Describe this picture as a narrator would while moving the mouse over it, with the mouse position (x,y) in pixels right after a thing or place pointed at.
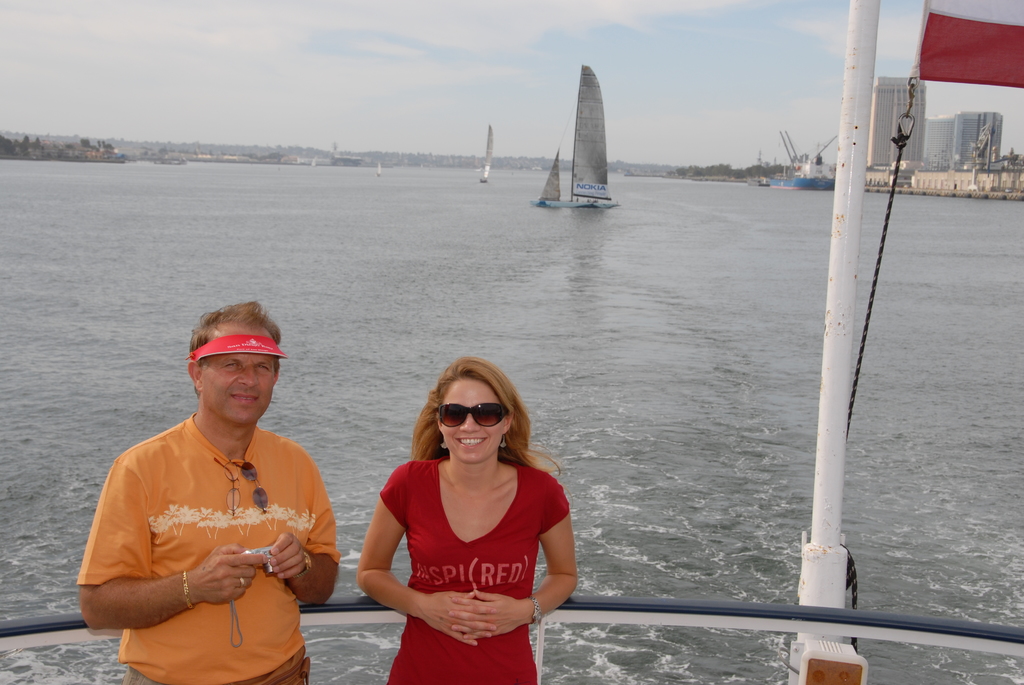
In the picture we can see a man (310,526) and woman (449,549) standing in the boat (682,620) near the railing (796,623) and beside them, we can see a pole (836,409) with a flag (938,20) and behind them, we can see some boats (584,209) and far from it we can see some buildings (946,157) and behind it we can see a sky (691,123).
